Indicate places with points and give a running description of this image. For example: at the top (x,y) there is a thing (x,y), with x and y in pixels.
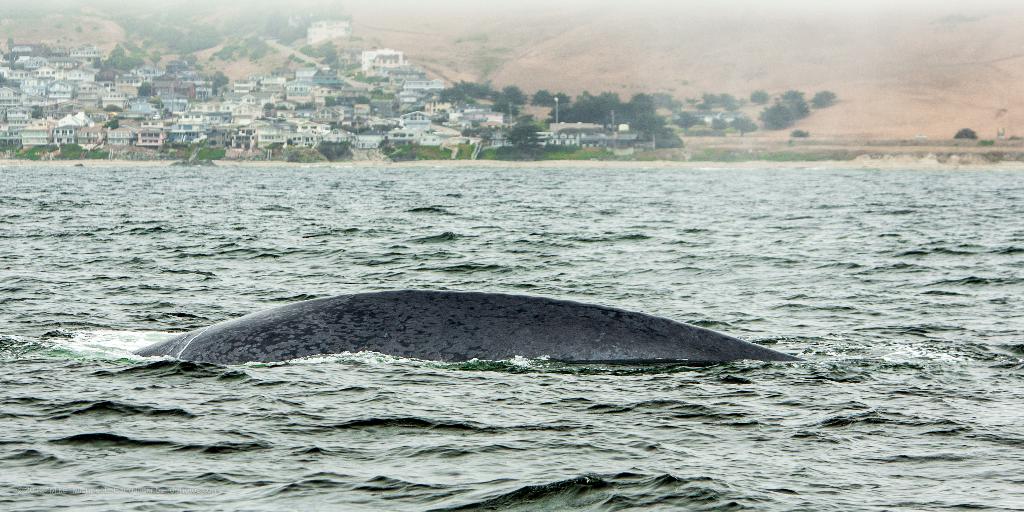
In this picture I can see a whale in the water (417,217), and in the background (217,55) there are buildings (169,72), trees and there is a hill (150,36).
